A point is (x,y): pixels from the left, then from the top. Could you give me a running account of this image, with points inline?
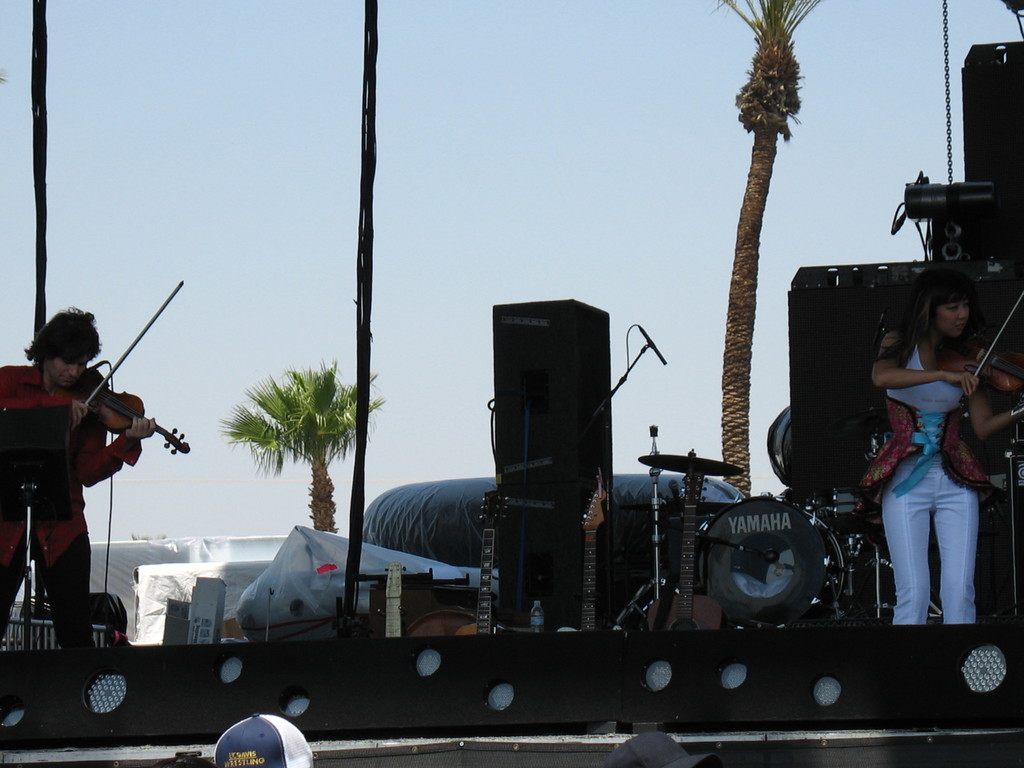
This picture describes about group of people (907,411) in this image we can see two musicians (943,426) playing musical instruments (973,370) we can see couple of musical instruments (786,530) in the background (350,448) we see couple of trees (745,201).
